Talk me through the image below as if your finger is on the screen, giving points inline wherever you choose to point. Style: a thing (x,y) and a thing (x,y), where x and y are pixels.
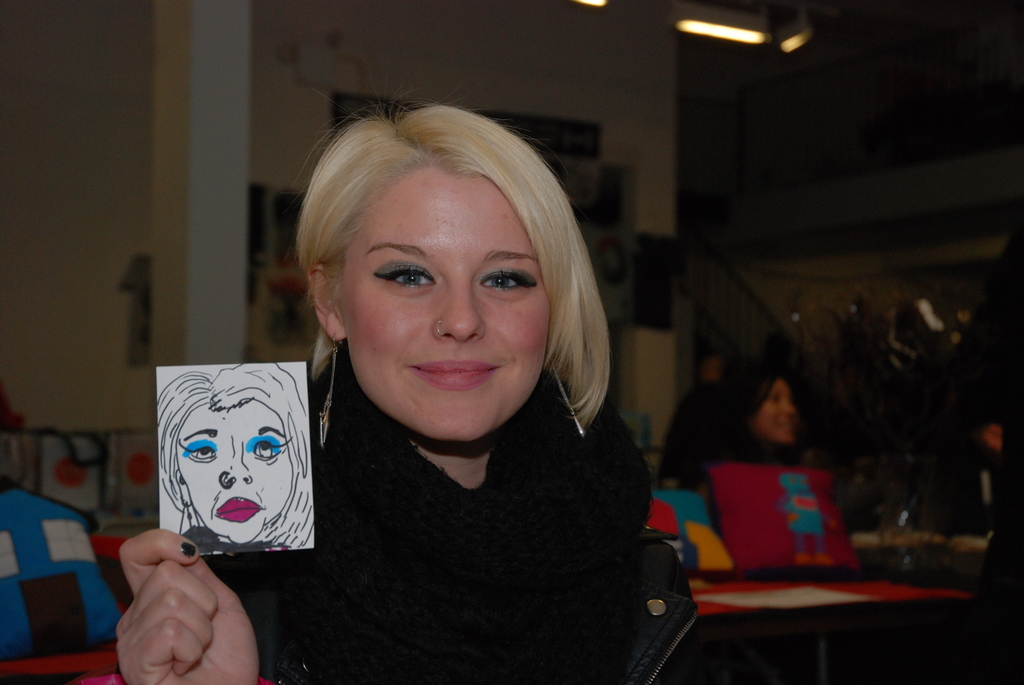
In this picture I can see a woman (473,212) smiling and holding a card (268,498), there are lights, there is a person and there are some objects (939,323), and in the background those are looking like frames (587,239) attached to the wall (125,380).
